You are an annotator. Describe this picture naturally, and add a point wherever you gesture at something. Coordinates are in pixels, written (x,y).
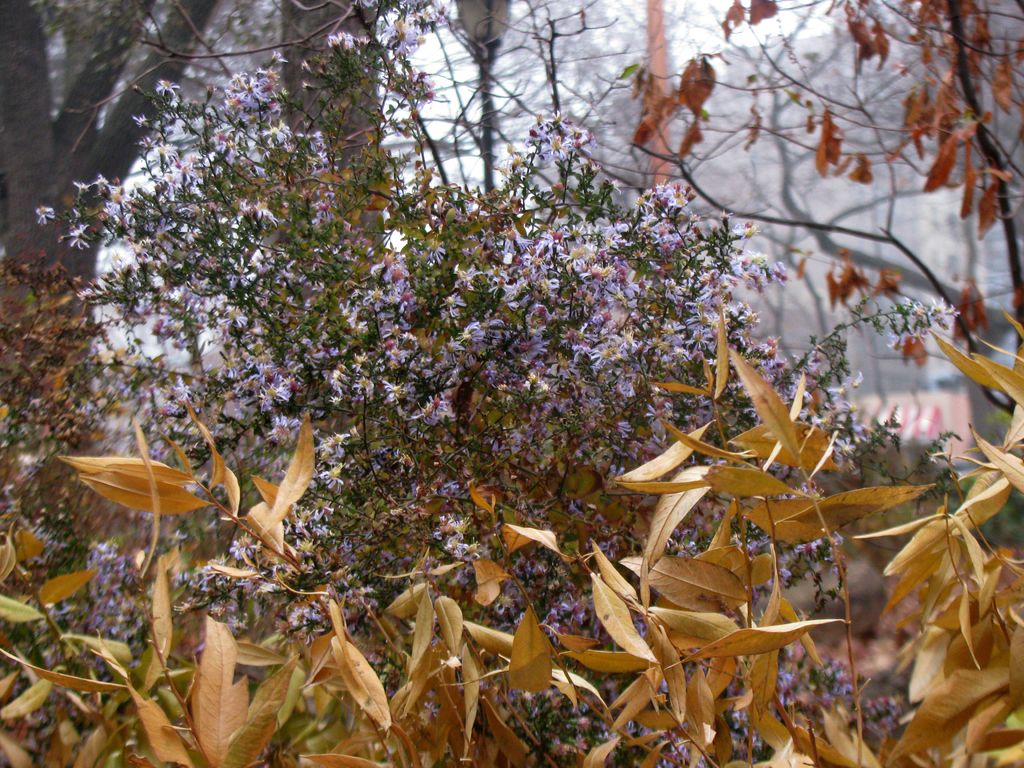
At the bottom of the image (483,590) there are dry leaves (95,696). Behind them there is a plant (294,255) with leaves (431,347) and flowers (379,271). Behind them in the background (959,290) there are trees (718,85).
